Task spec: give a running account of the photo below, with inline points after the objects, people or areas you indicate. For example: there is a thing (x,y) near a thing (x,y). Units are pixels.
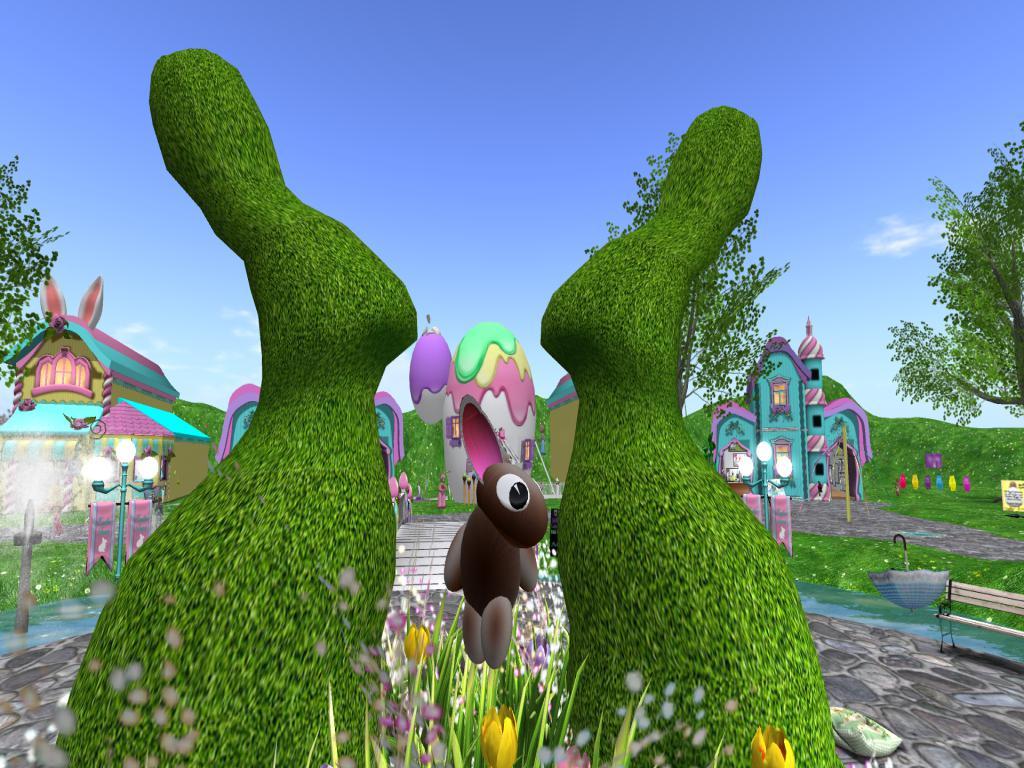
This picture is consists of an animated picture in the image, in which there are doll houses (524,408) and greenery (436,478) in the image.
